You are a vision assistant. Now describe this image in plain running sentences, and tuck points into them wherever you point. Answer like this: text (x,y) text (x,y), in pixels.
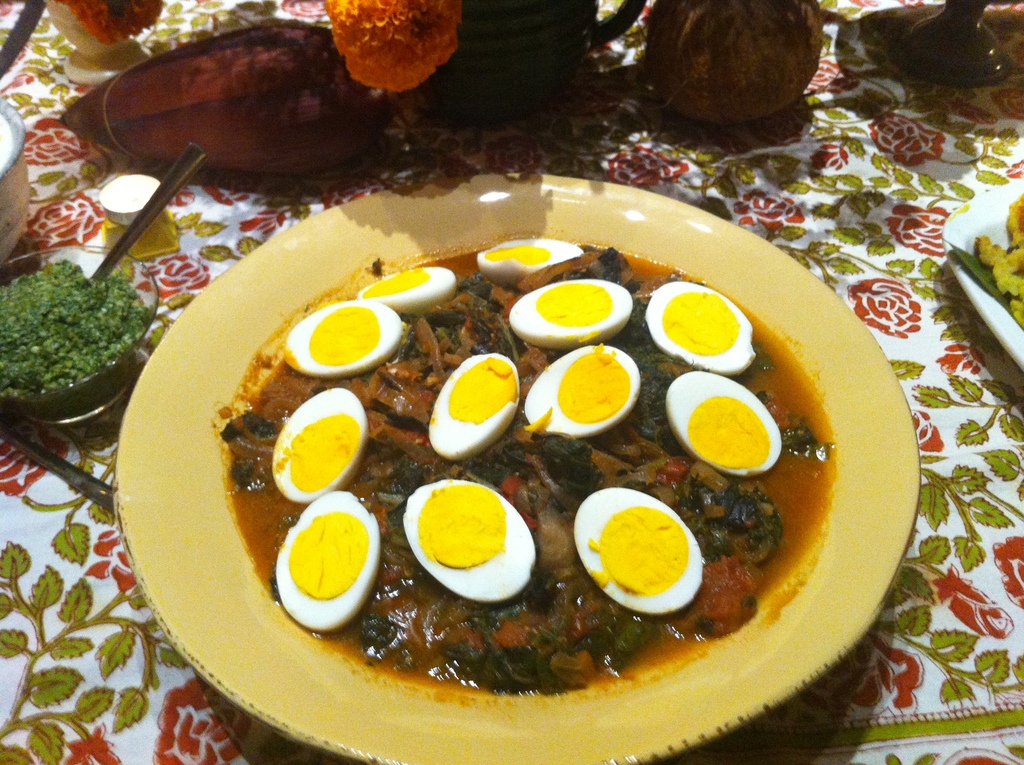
In this image I can see in the middle (609,412) there is food (504,483) in a plate (221,295), on the left side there is a spoon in a bowl (97,348). At the top (394,18) it looks like there are flowers (455,48).
